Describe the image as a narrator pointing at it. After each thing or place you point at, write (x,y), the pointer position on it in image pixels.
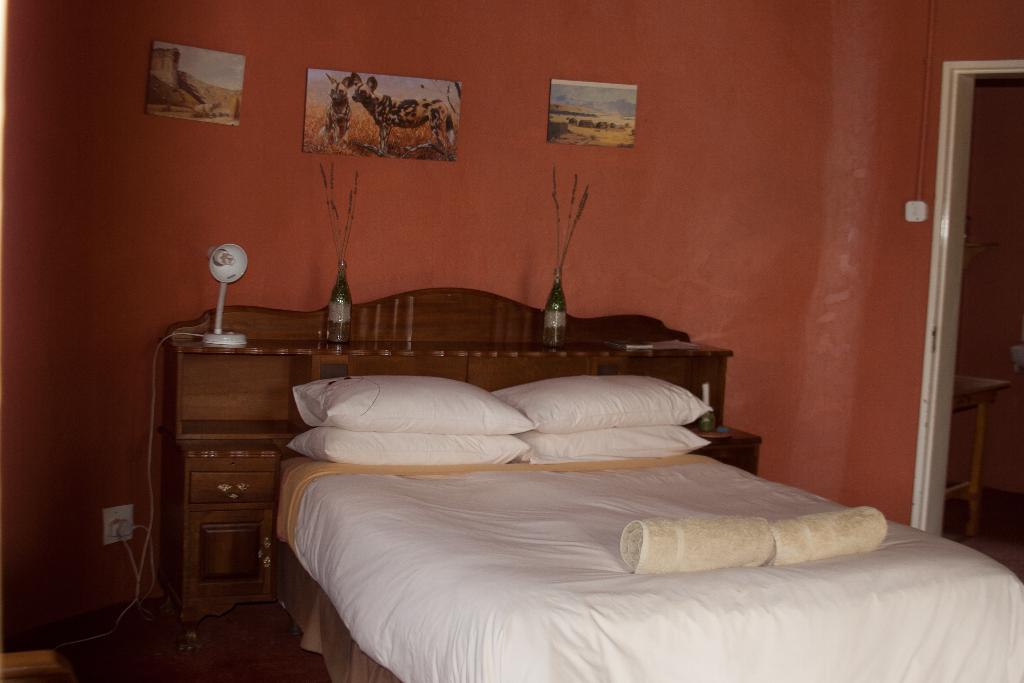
This image is taken indoors. In the background (382,184) there is a wall (544,20) with a door (989,362) and picture frames (354,133) on it. In the middle of the image (351,381) there is a bed mattress (496,582), a blanket (481,606), a bed sheet (491,597), a few pillows (492,424) and towels (702,562) on it and there is a cupboard (215,374) with a few things (657,347) on it.
